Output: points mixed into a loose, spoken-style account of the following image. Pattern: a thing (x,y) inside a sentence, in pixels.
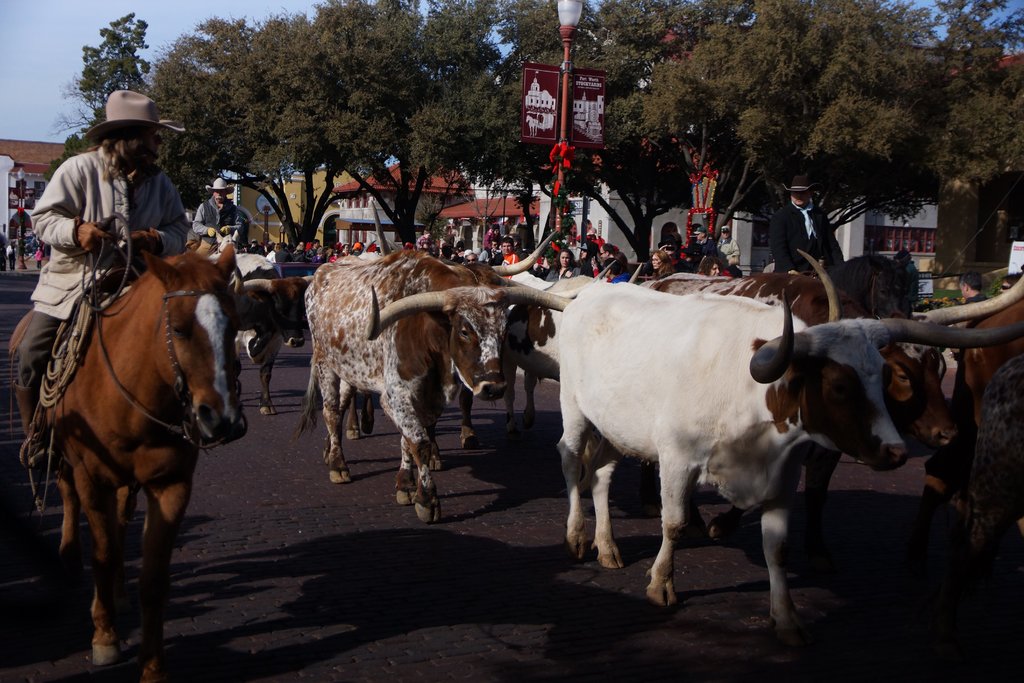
In this image I can see animals (587,456). There are people (159,231) sitting on the horses (179,360). Also there are buildings (468,230), trees (546,12), name boards (550,96), group of people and in the background (63,27) there is sky (270,1).
